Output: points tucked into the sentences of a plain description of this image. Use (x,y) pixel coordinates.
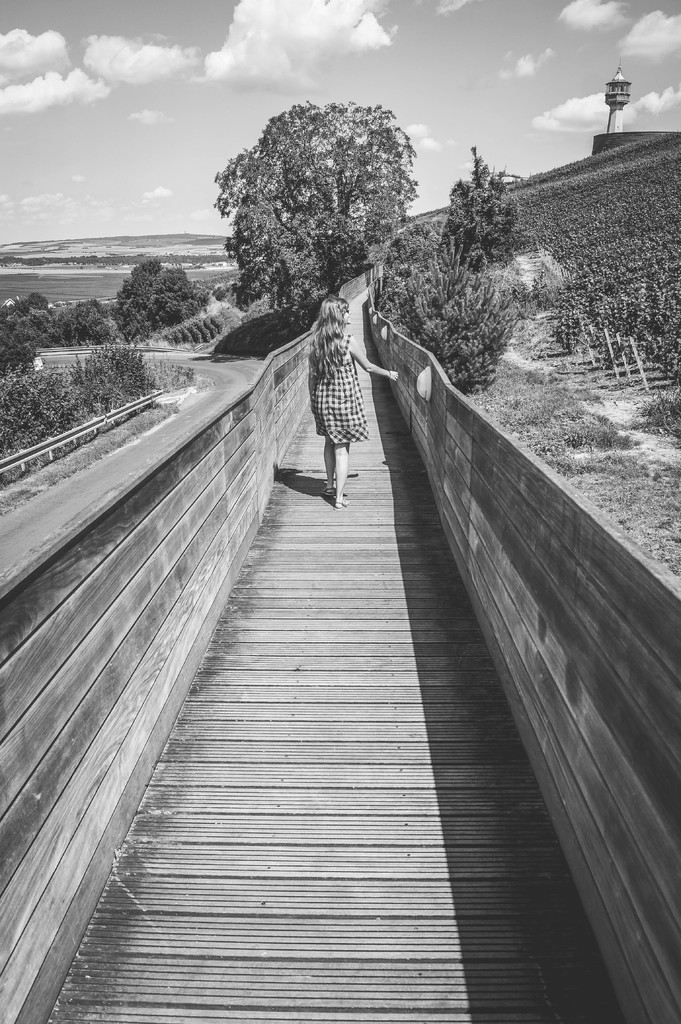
In this picture there is a girl (339,329) walking. At the back (295,245) there are trees (376,140) and there is a mountain (615,185). On the right side of the image (527,602) there is a tower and there is a fence (527,602). On the left side of the image (144,406) there is a road (22,511) and there is a railing (135,407). At the top (156,147) there is sky (139,138) and there are clouds (257,47). At the bottom (346,726) there is a wooden path (434,715) and there are walls (659,595).
